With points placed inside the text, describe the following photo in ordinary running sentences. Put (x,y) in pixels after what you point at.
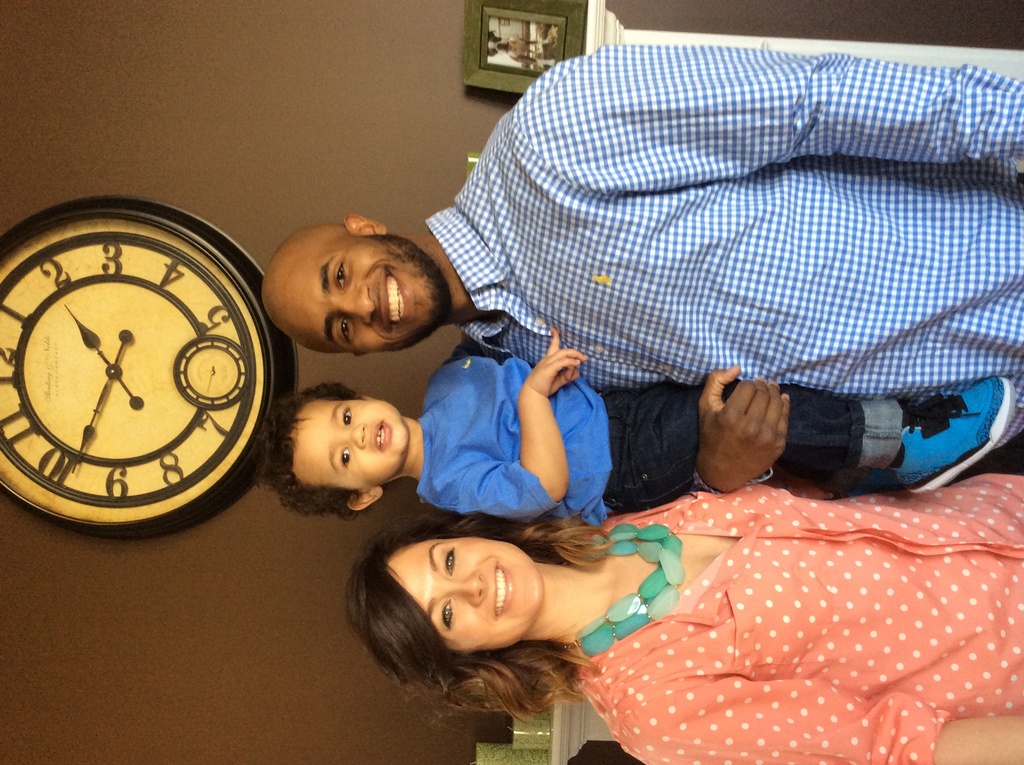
In this image we can see a lady (570,683), a kid (634,391), and a man (663,233), behind them there is a wall clock (249,273) on the wall (455,64), also we can see glasses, and a photo frame (539,26) on a table (591,14).
